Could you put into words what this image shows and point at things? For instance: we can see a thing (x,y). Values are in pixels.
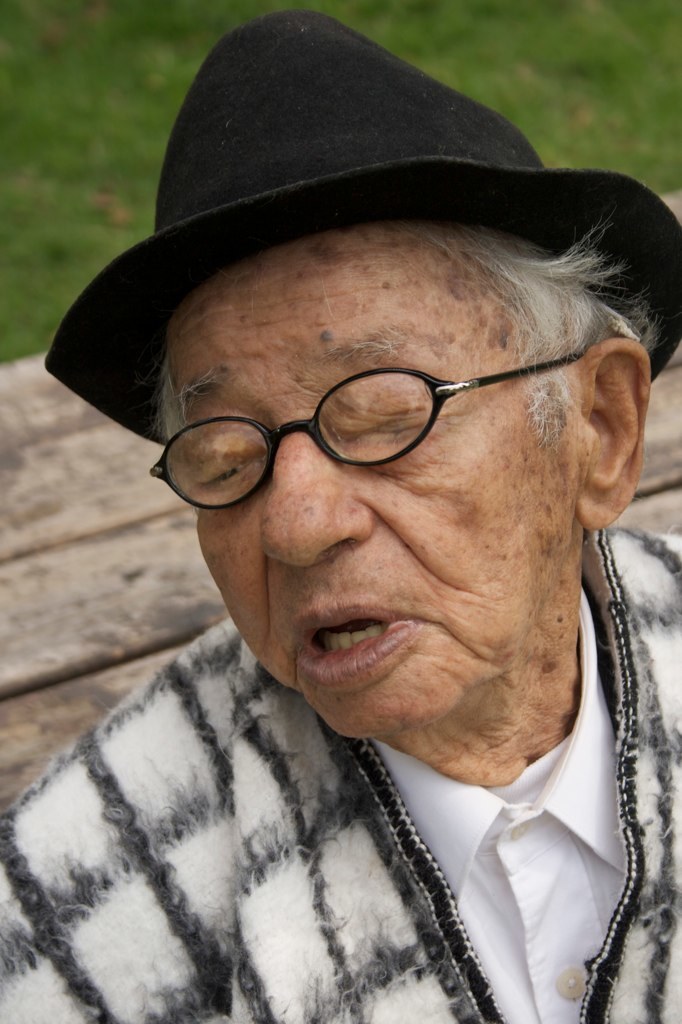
In the middle of the image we can see a person (477,208). Behind him there is grass (6,8).
